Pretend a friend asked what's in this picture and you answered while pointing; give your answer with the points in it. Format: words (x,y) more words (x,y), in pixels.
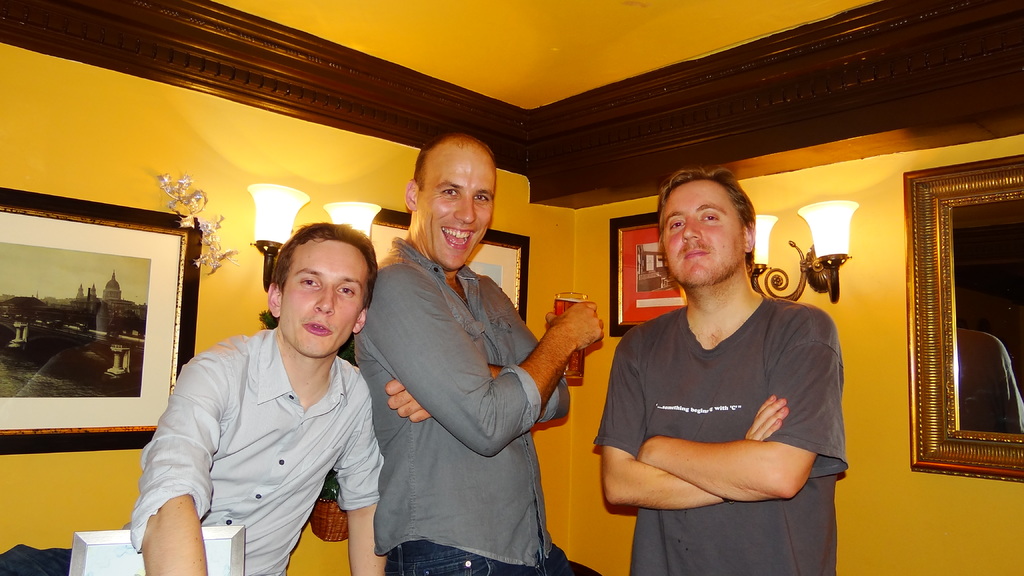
This picture shows a few people (481,332) Standing and we see a man (497,322) holding a glass (573,368) in his hand (573,328) and we see few photo frames (647,284) on the wall (887,454) and few lights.
